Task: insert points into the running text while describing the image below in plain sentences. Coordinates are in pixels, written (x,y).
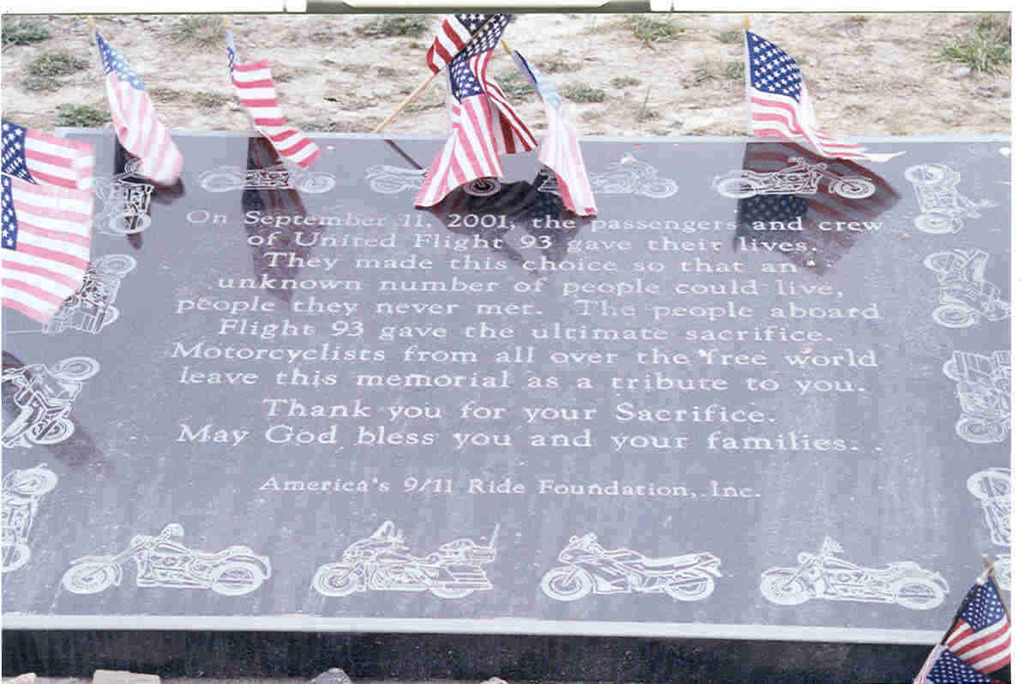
In this picture I can observe memorial headstone (363,243) in the middle of the picture (488,367). There is some text (544,332) on the stone (357,375). There are some flags (24,210) in the top of the picture (266,111).
